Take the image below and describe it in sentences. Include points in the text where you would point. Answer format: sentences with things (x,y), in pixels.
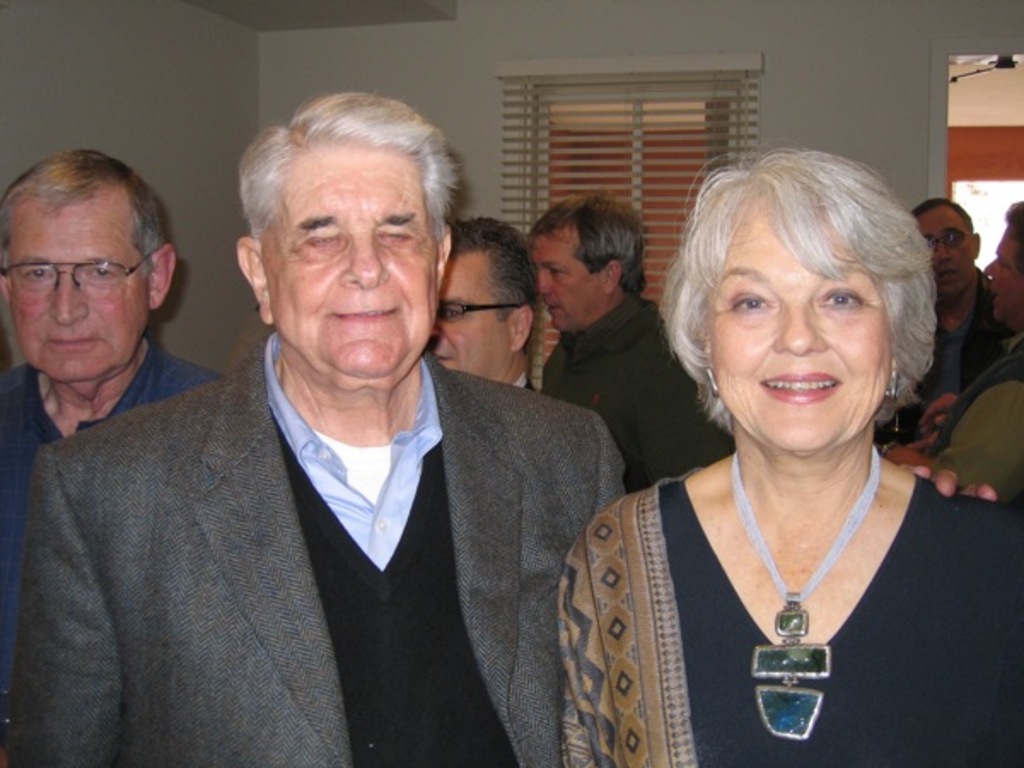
In this image I can see a woman (847,593) wearing black and brown colored dress (831,679) and a person (397,511) wearing blue, black and grey colored dress (385,575) are standing. In the background (943,387) I can see few persons (982,378) standing, the wall (200,98), the window (597,167) and the door (941,179).
